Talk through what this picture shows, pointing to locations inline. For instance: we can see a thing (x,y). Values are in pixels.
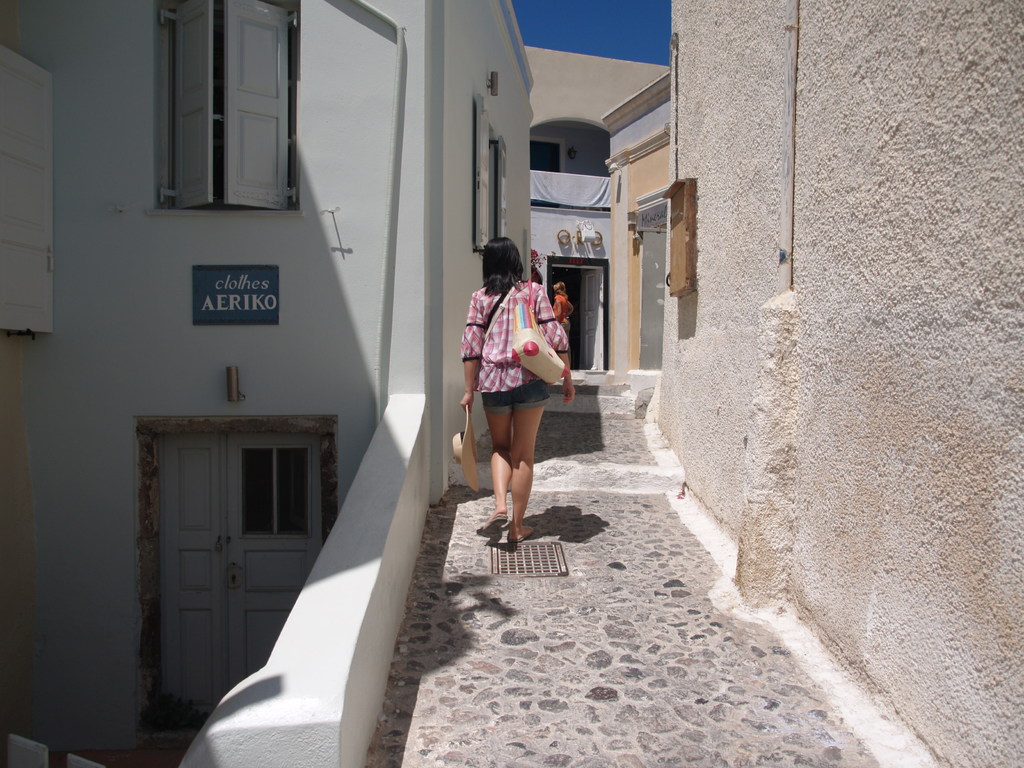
In the middle of the image (500,316) a woman (540,318) is walking and holding a hat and bag (533,364). In front of her we can see a person (572,306) and buildings (403,61). At the top of the image (624,10) we can see the sky (621,23).
